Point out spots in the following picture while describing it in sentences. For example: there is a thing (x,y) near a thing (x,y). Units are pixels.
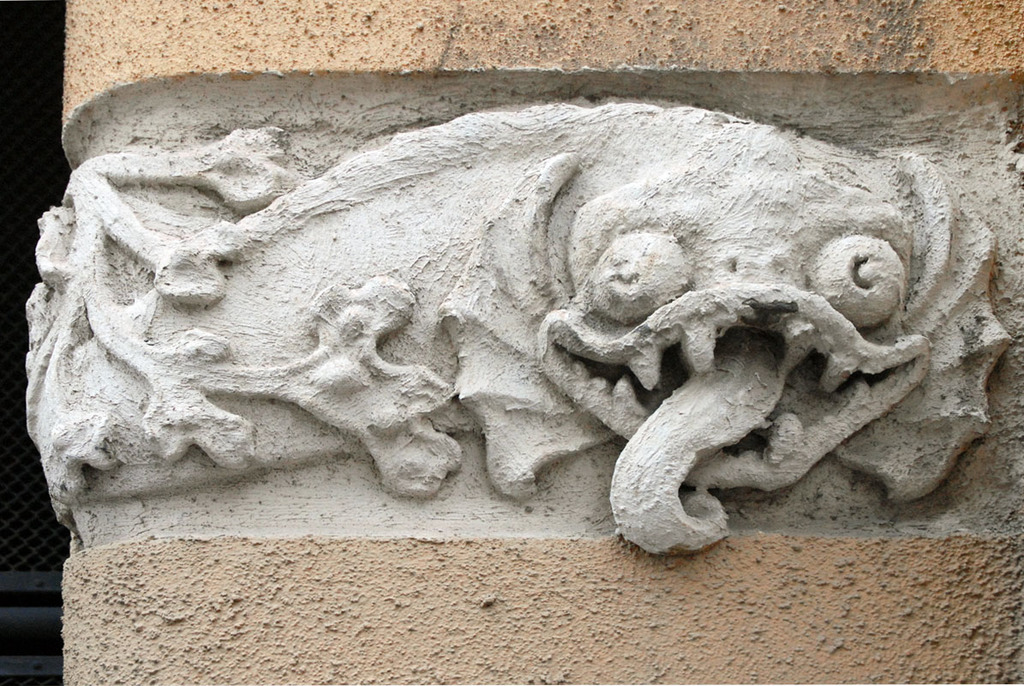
In this picture we can see a carved stone (337,459).
